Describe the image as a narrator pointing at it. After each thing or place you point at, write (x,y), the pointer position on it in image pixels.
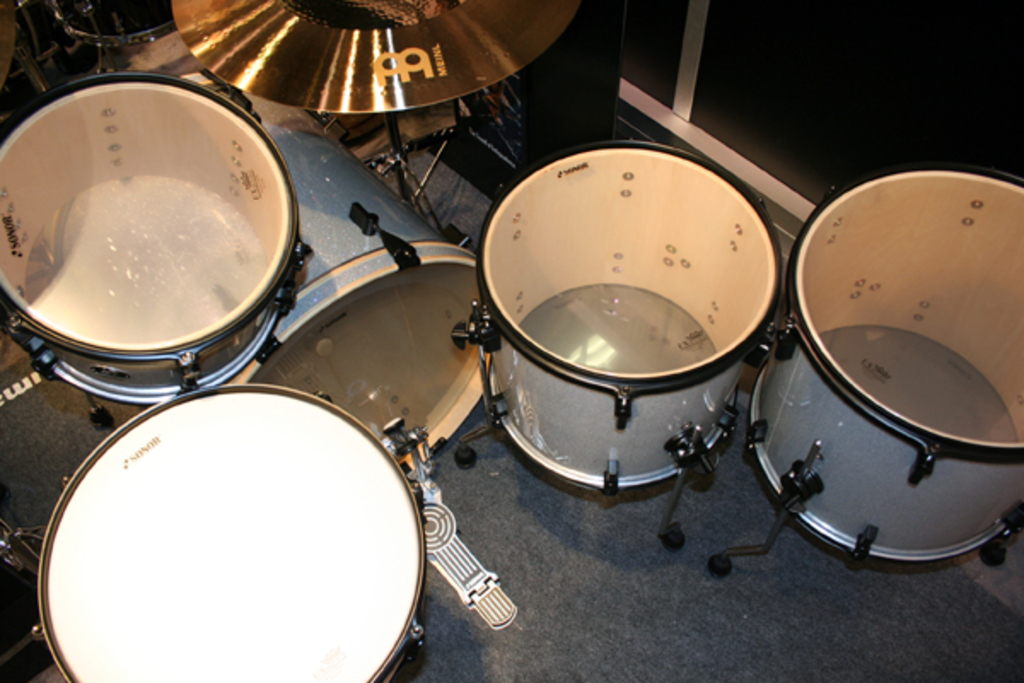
In this image there are some drums (289,330) kept on the floor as we can see in middle of this image (557,268).
